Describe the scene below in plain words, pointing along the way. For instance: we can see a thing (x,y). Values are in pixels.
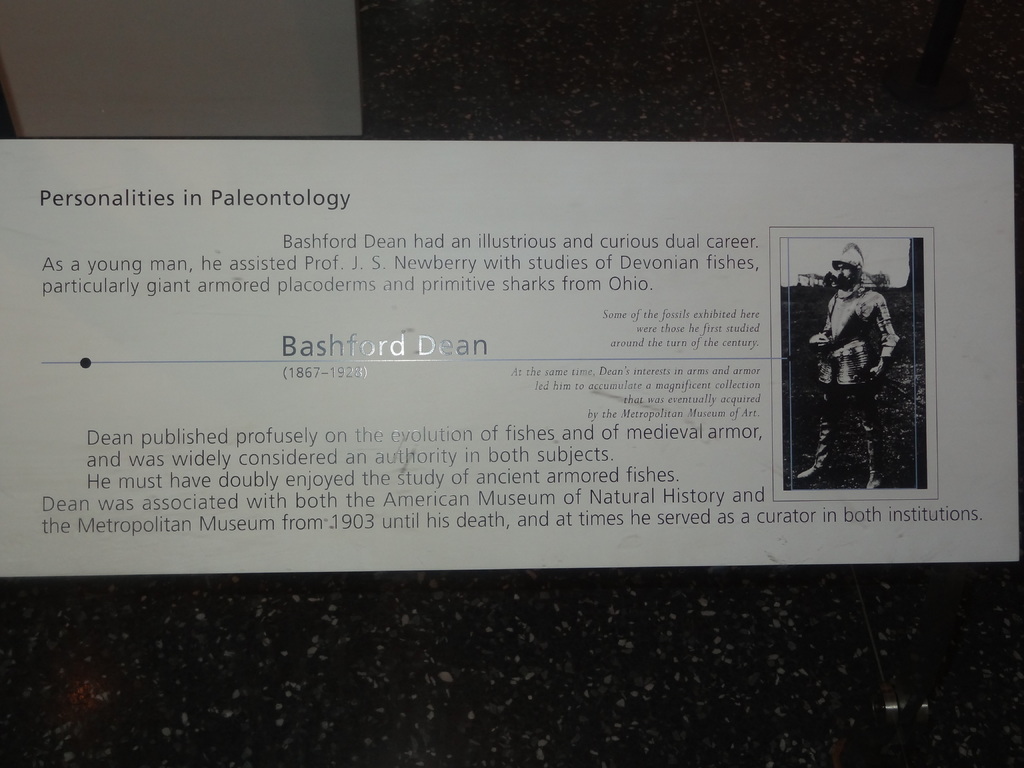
In this picture I can see the poster (538,330) which is placed on the wall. On the right of the poster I can see the man (863,372) who is standing in armor (846,375).
